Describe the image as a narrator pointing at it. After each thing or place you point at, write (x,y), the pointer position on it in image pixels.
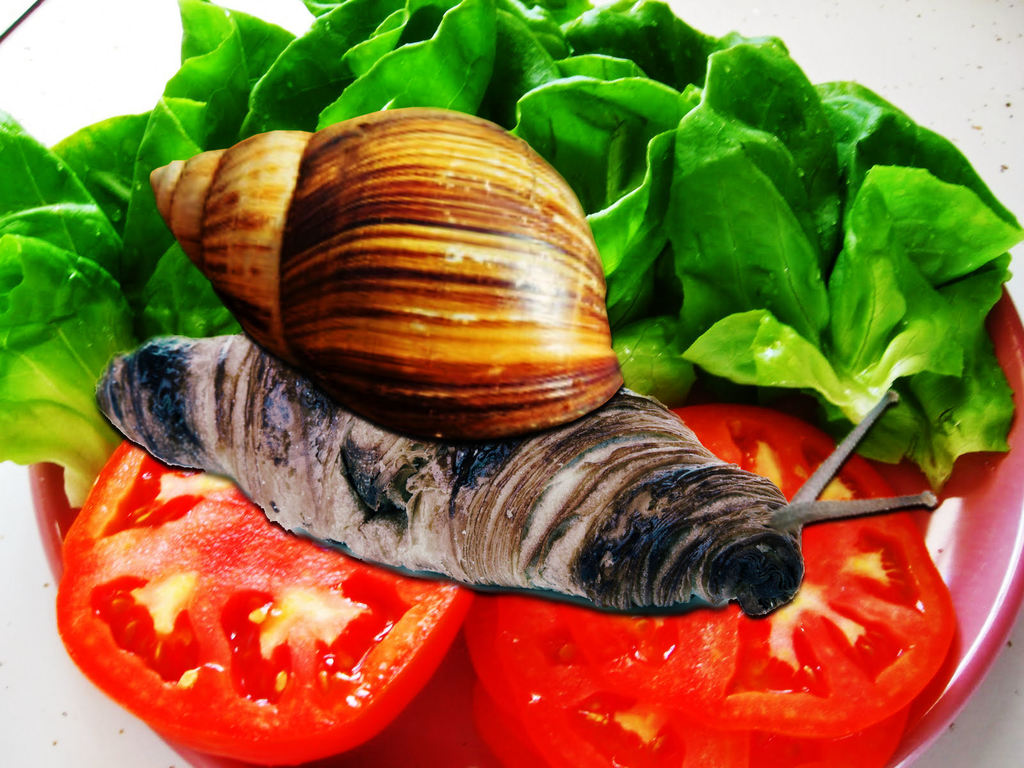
In this picture, we see a red color bowl (993,558) or the plate (965,557) in which tomatoes (605,699) and leafy vegetable (206,120) are placed. We even see a shell (354,324) and a snail (198,417). In the background (970,56), it is white in color. This picture might be an edited image.
